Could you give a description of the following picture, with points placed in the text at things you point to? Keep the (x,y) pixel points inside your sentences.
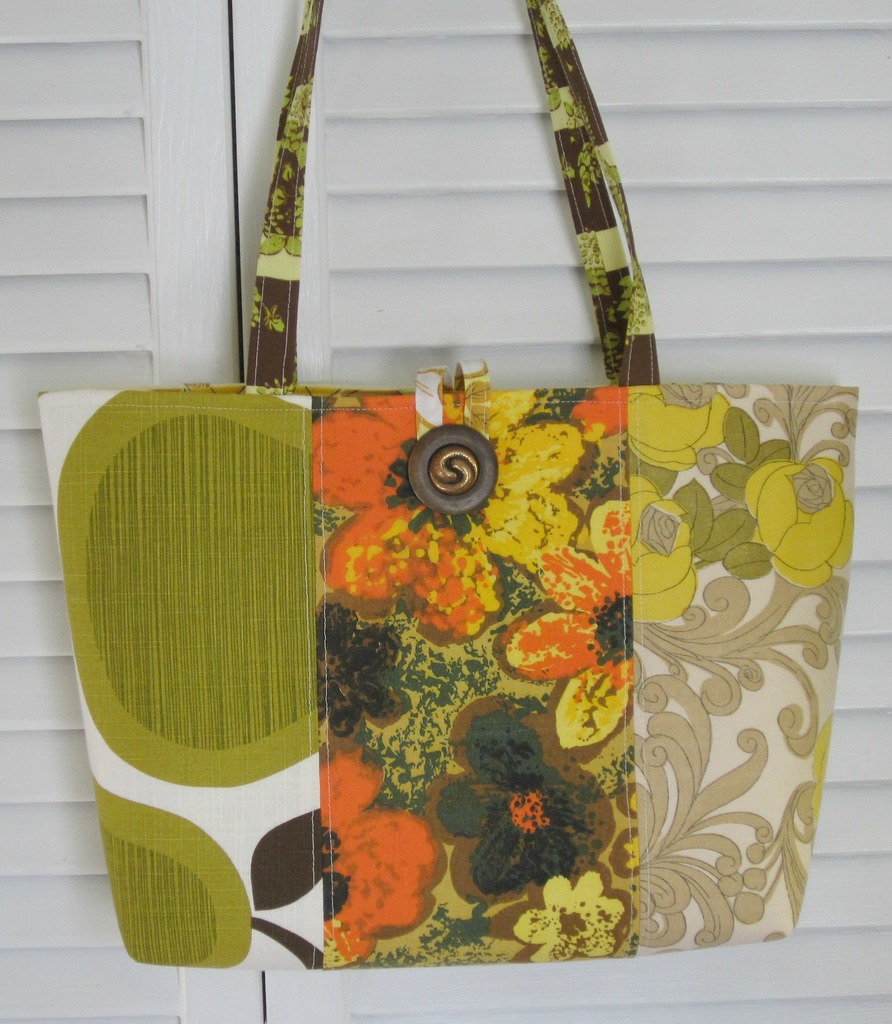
a bag (245,584) is hung. at its center there are flowers (496,747).
